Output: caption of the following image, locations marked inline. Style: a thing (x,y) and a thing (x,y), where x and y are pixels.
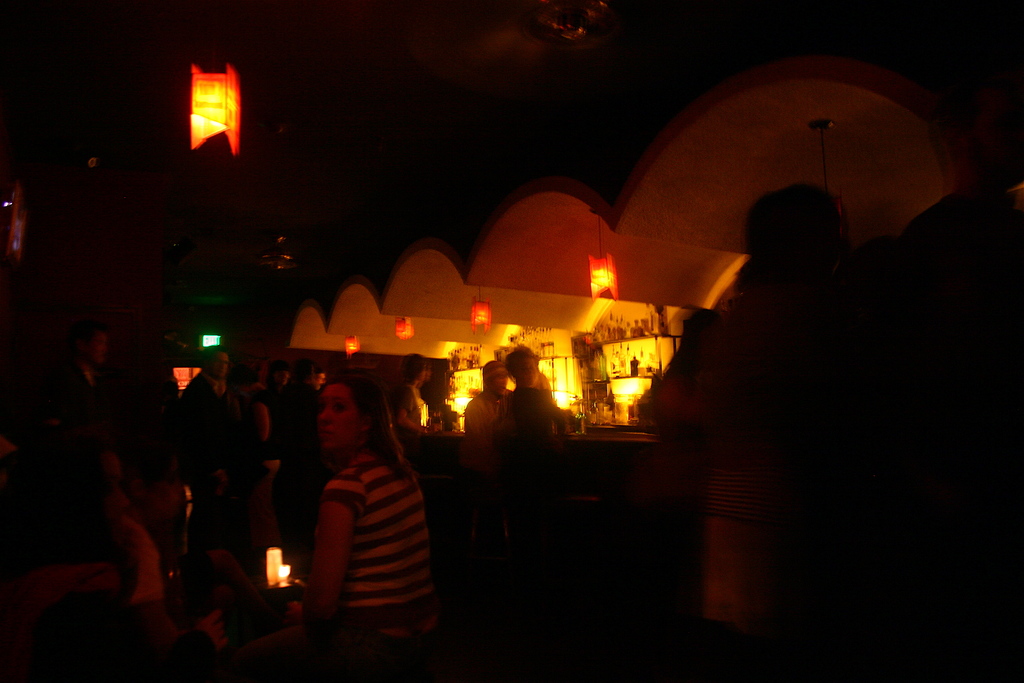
Here we can see group of people (110,677). There are lights (625,385), racks (579,360), and bottles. There is a dark background (19,368).
